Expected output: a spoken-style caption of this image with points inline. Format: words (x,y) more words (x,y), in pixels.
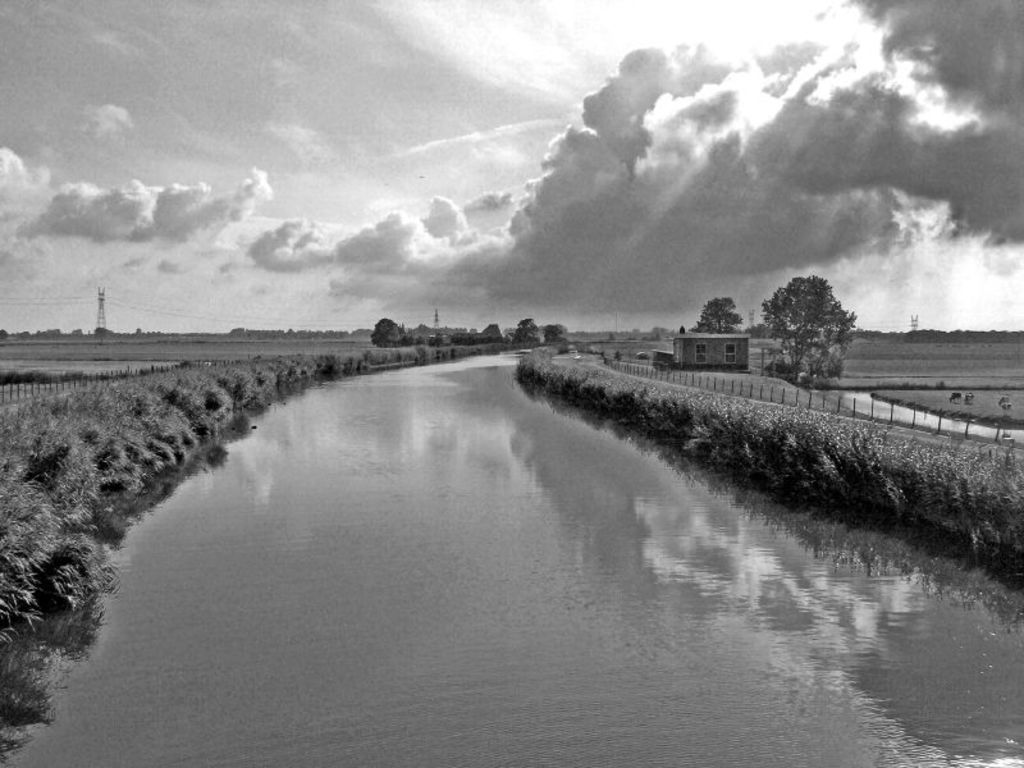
This is a black and white image. In this image there is water (336,432). On the sides there are plants (122,397) and trees (386,319). Also there is shed (709,350) with windows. In the background (400,160) there is sky (427,133) with clouds (660,168). Also there are towers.
